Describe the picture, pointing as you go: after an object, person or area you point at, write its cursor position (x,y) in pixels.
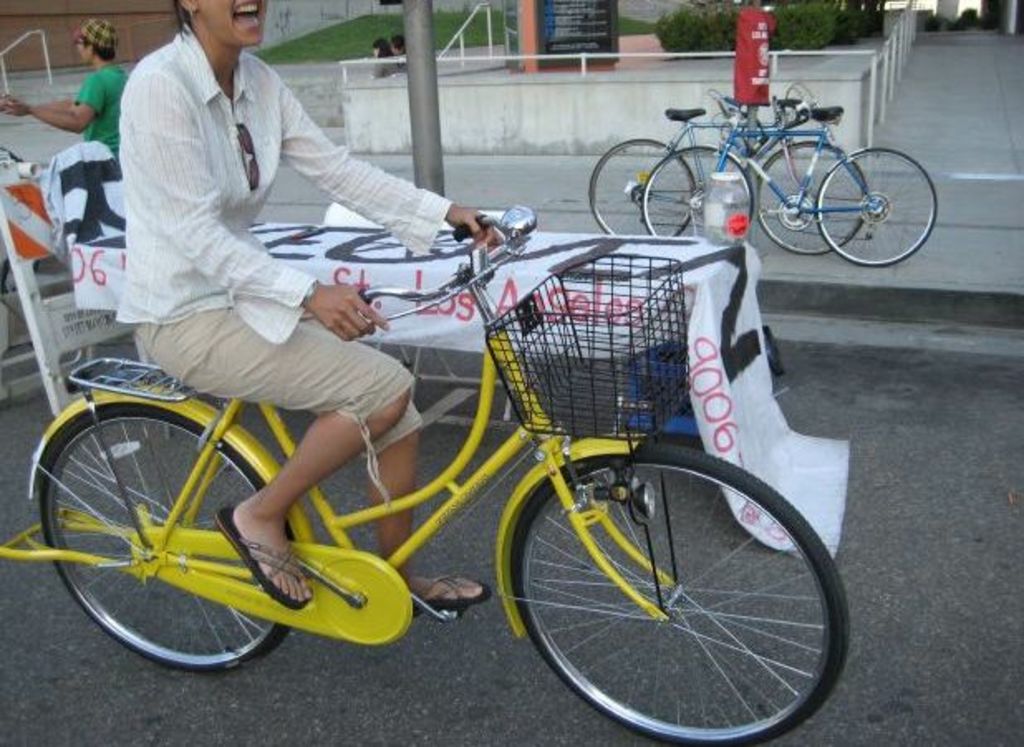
It is a road (366,499), on the road (967,548) there is a yellow cycle (340,588) a woman (400,421) is riding that cycle (561,489), behind it there is a table (643,266), beside the table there is a pole (439,128), right side to the pole (433,149) there is a footpath (760,253), on the footpath (666,202) there are two cycles (756,191) parked, in the background (984,14) there is an open space (369,25) and some trees (722,17).
